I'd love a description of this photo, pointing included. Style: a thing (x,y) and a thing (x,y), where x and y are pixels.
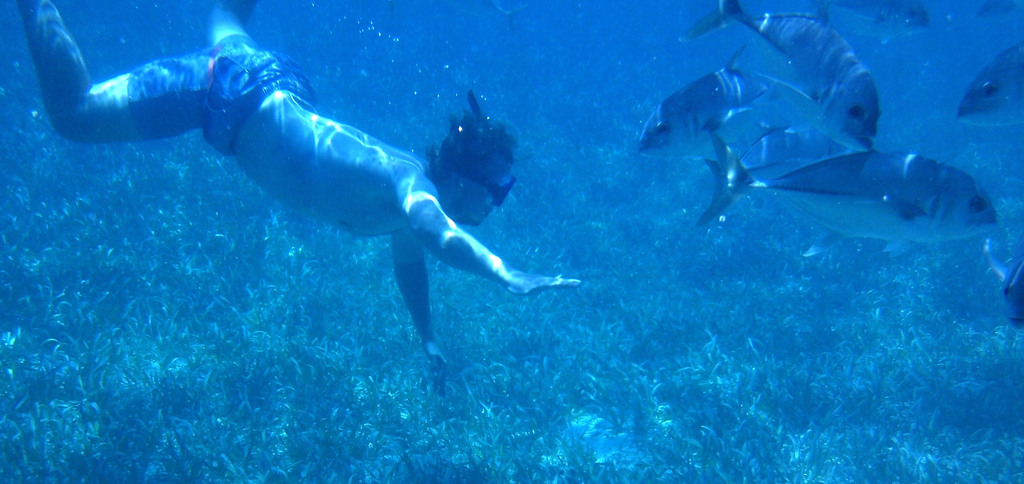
In the picture I can see a man (305,140) in the water (364,109) and he is on the left side (315,115). I can see the fishes (823,93) in the water (909,120) on the right side (850,66). I can see the plants (169,312) at the bottom of the picture (274,405).
